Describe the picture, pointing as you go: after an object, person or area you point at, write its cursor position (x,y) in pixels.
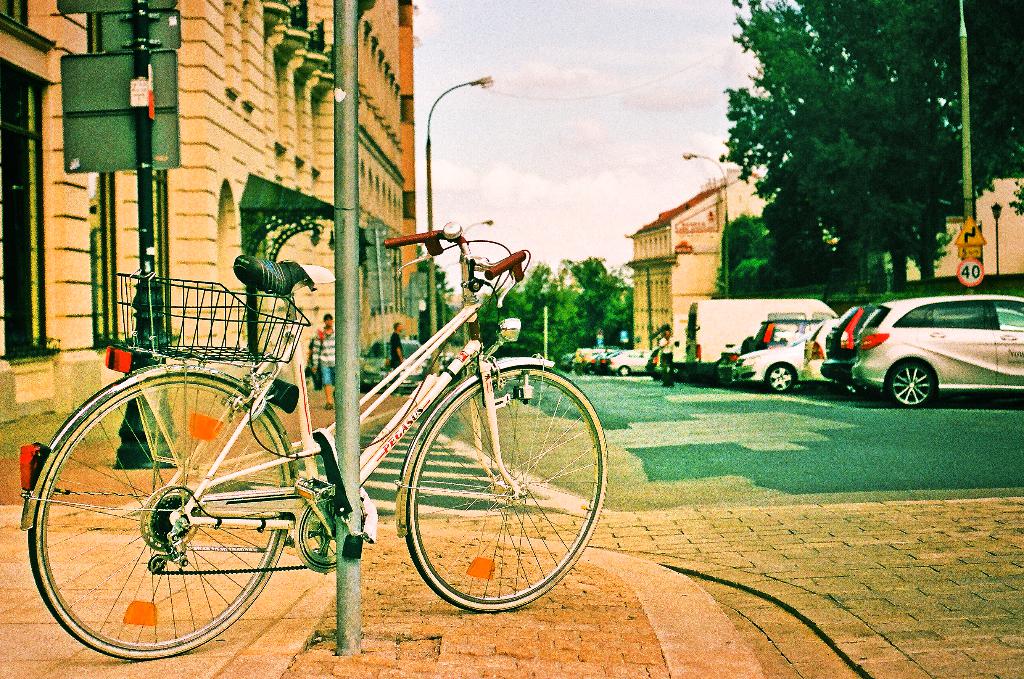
On the left side (295,469) there is a bicycle (283,496) on the footpath (453,517) and also I can see a pole (342,324). On the right side (801,372) there are few cars (992,340) on the road (722,395). In the background (598,272) there are buildings (666,224) and trees (818,125). At the top (629,84), I can see the sky (541,72).
